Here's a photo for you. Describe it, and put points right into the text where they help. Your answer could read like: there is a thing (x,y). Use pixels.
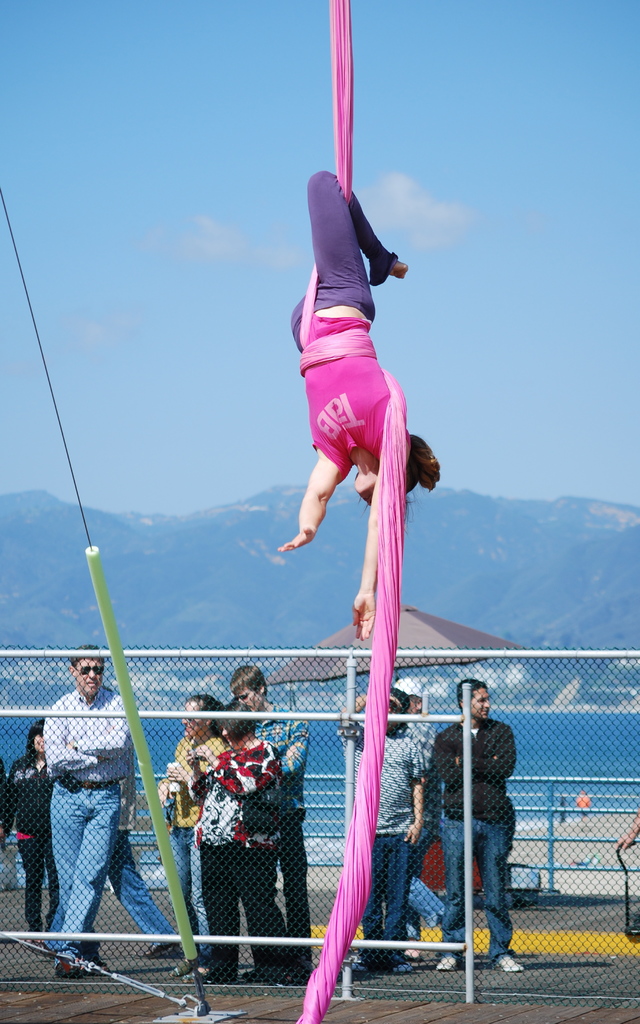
This is an outside view. Here I can see a person (349,412) hanging on the cloth (338,80). At the bottom (236,752) there is a net fencing (423,752). Behind the net fencing (573,798) few people (185,724) are standing and there is a shed (411,635). In the background (498,534), I can see the mountains (513,532). At the top of the image (521,139) I can see the sky (387,84) in blue color.
